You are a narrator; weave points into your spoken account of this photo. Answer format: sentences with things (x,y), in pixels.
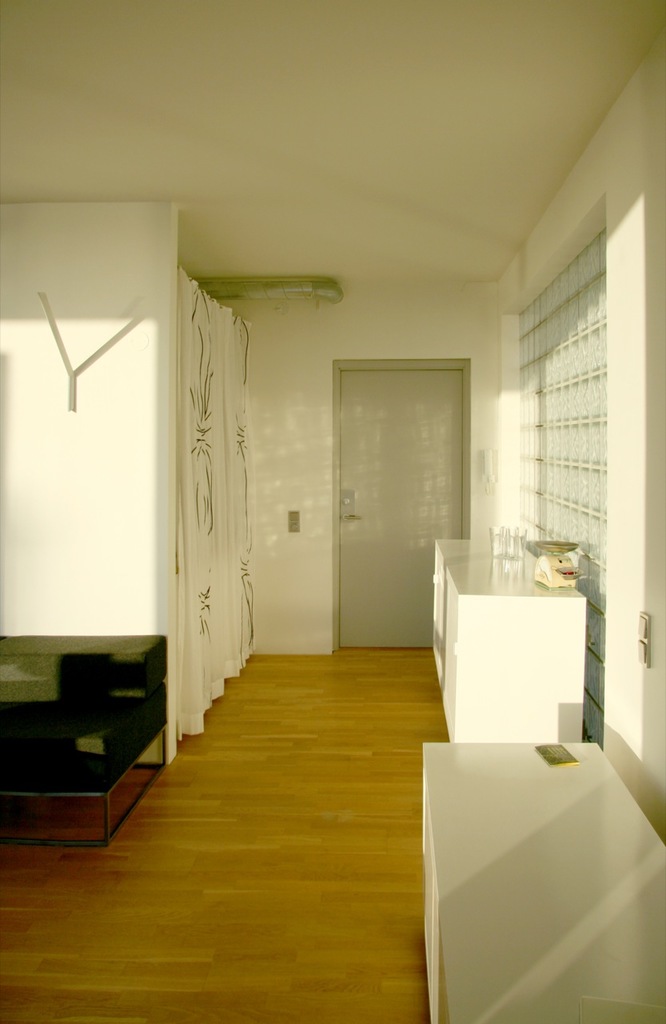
This image consists of a house (441,314). In the front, we can see a door (380,474) along with wall (270,361). At the bottom (127,857), there is a floor (152,835). On the left (186,393), there is a curtain (194,397). At the top (373,193), there is a roof (461,171). On the right (532,681), we can see the cabinets (476,816).
